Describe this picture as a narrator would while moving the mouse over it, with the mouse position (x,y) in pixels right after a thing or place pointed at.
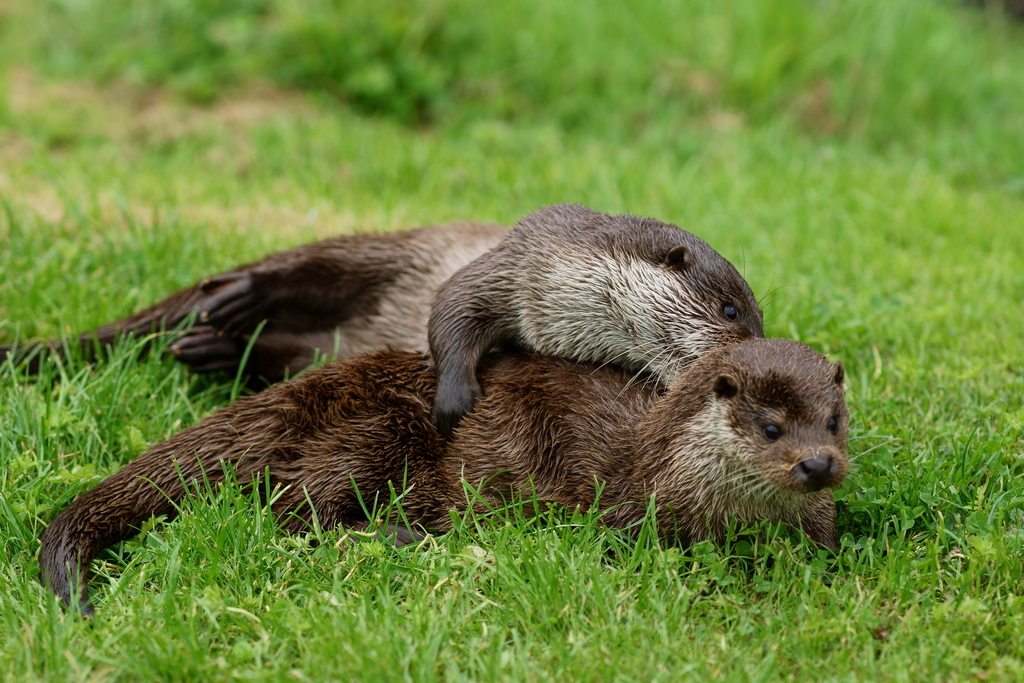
There are two animals (497,375) lying by one on one on the grass (741,556).
